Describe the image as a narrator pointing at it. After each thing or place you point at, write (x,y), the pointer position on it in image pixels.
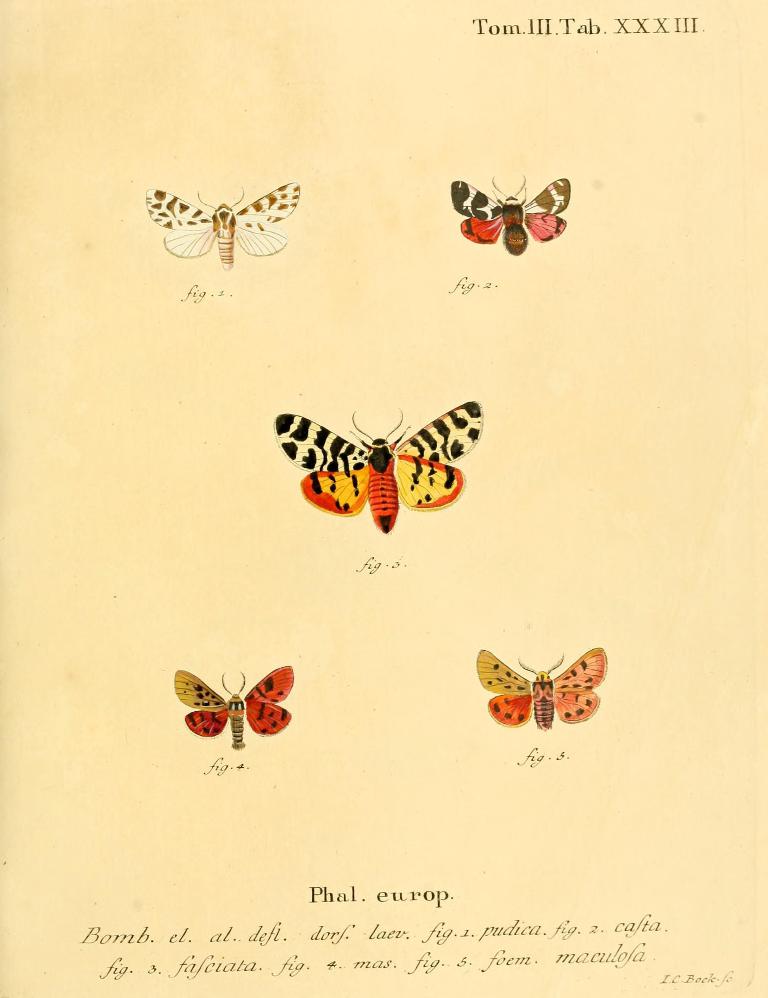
Here we can see a paper (177,517), in this paper (439,454) we can see pictures (515,704) of butterflies (272,234), there is some text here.
